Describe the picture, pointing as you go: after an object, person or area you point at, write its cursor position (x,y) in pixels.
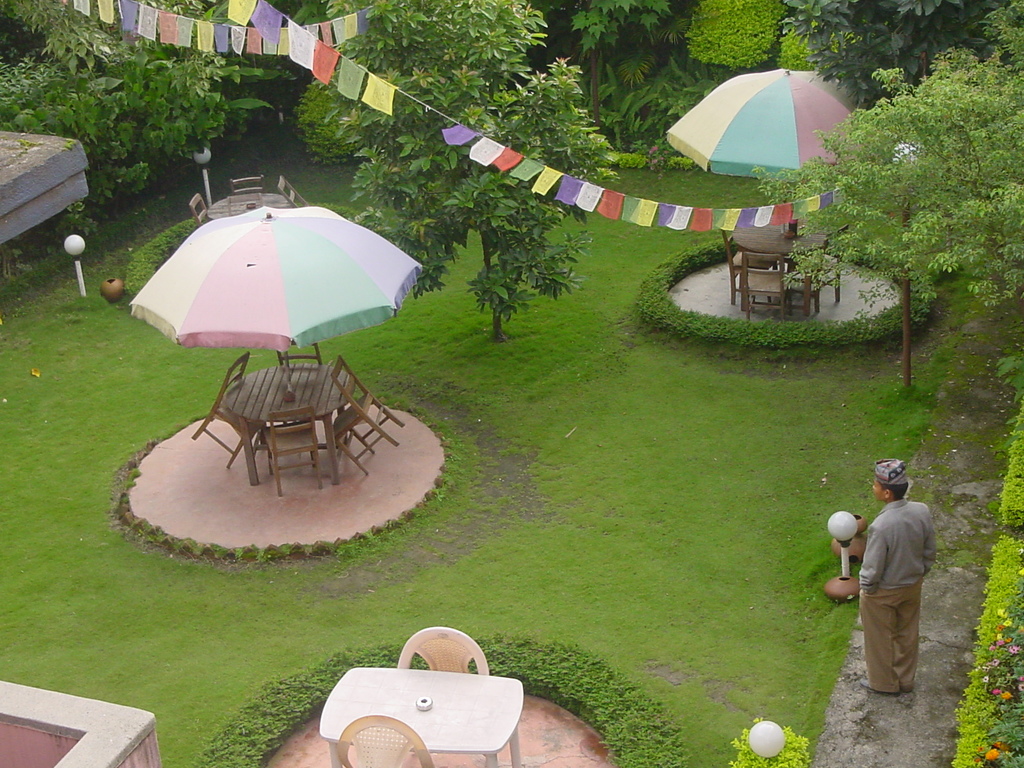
In this image we can see this person (920,507) is standing on the way (892,706). Here we can see wooden tables (287,205), wooden chairs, umbrellas (279,331), grass (586,485), flag ribbons (309,50), trees (906,192), light poles (74,244) and the wall (65,728) here.
